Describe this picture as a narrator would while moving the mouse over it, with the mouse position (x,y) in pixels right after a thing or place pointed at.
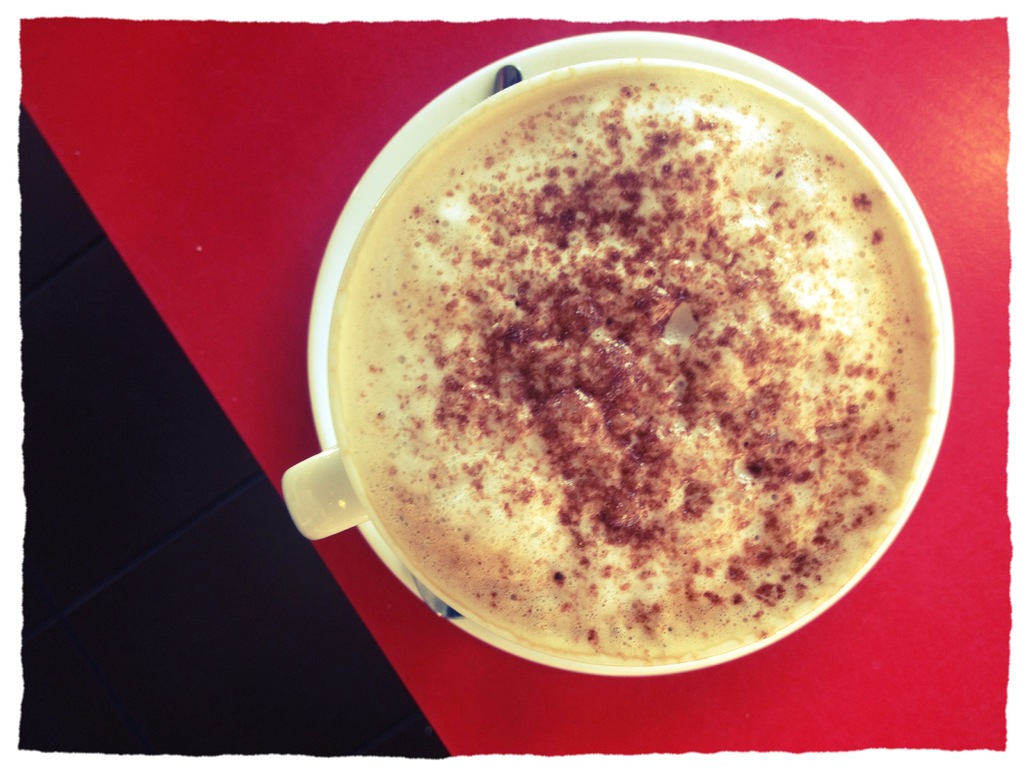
In this image I can see there is a cup of coffee (582,321) placed on a saucer (519,64) and a spoon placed on the red color surface (719,690).
